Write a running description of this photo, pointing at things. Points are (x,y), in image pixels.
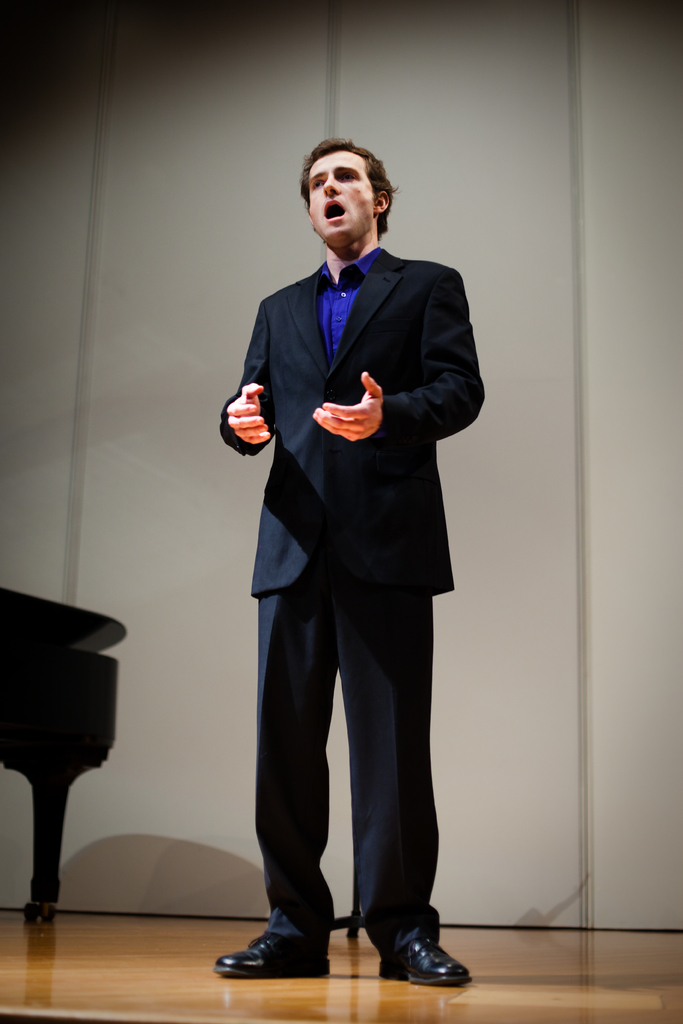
In this image I can see a person (359,491) wearing blue and black colored dress (359,473) is standing on the cream colored floor (469,943). I can see a black colored object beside him and the white colored background (148,327).
